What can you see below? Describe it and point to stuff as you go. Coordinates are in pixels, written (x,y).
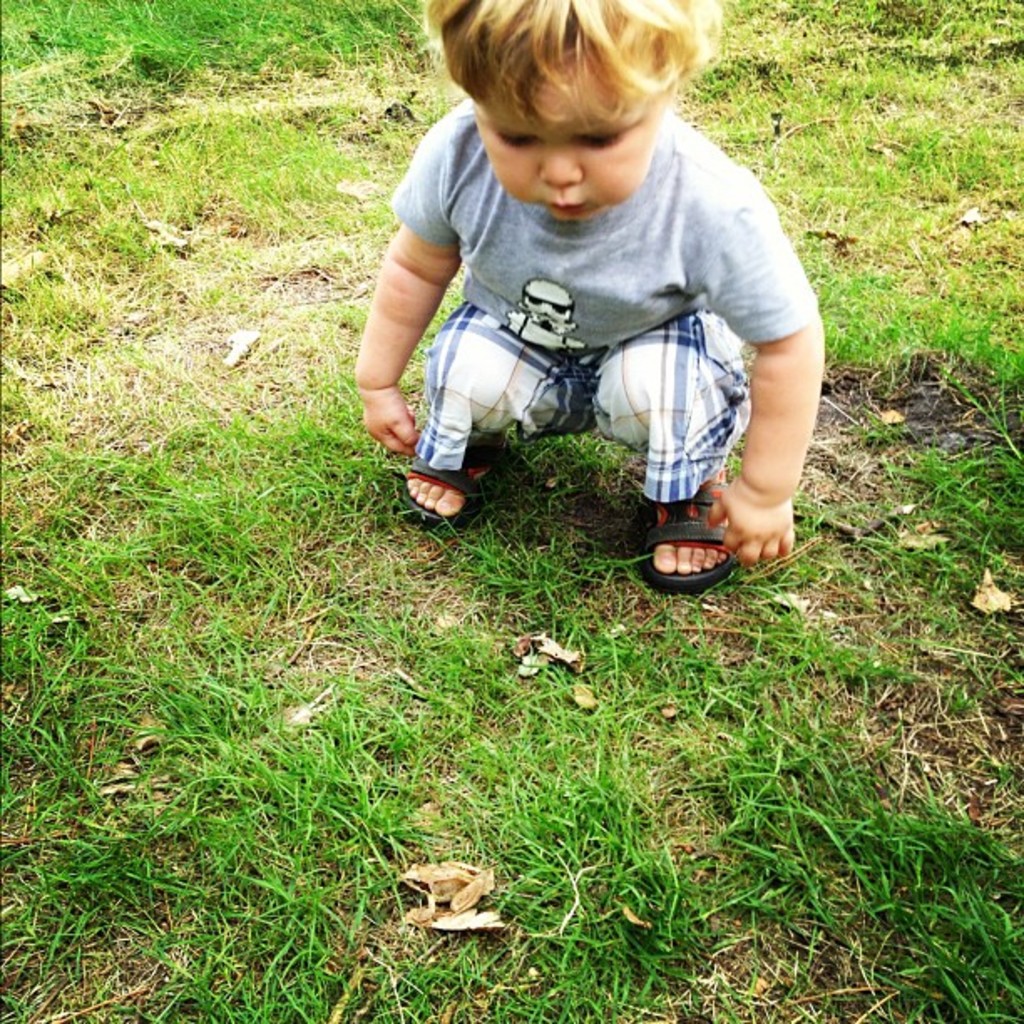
There is a small boy (527,229) sitting in a squatting position on the grass (397,749).
